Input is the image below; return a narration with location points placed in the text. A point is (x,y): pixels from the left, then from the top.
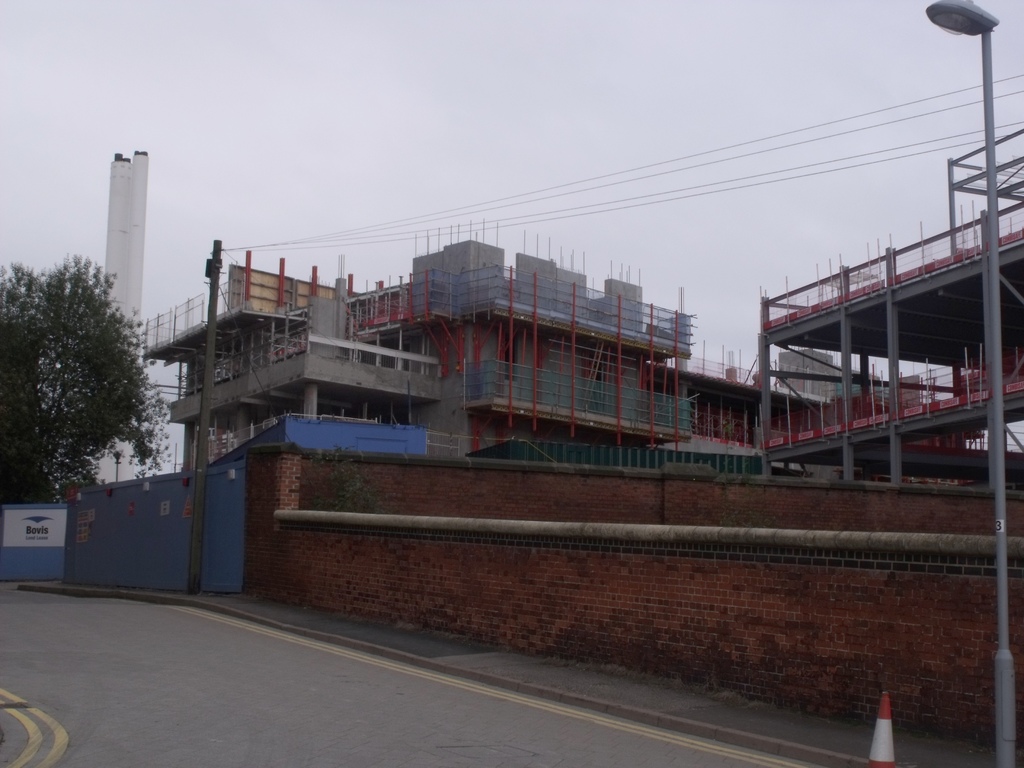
In this image we can see buildings (343,269), electric poles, street lights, electric cables (742,143), name board (39,514), tree (66,348) and sky (168,169).
